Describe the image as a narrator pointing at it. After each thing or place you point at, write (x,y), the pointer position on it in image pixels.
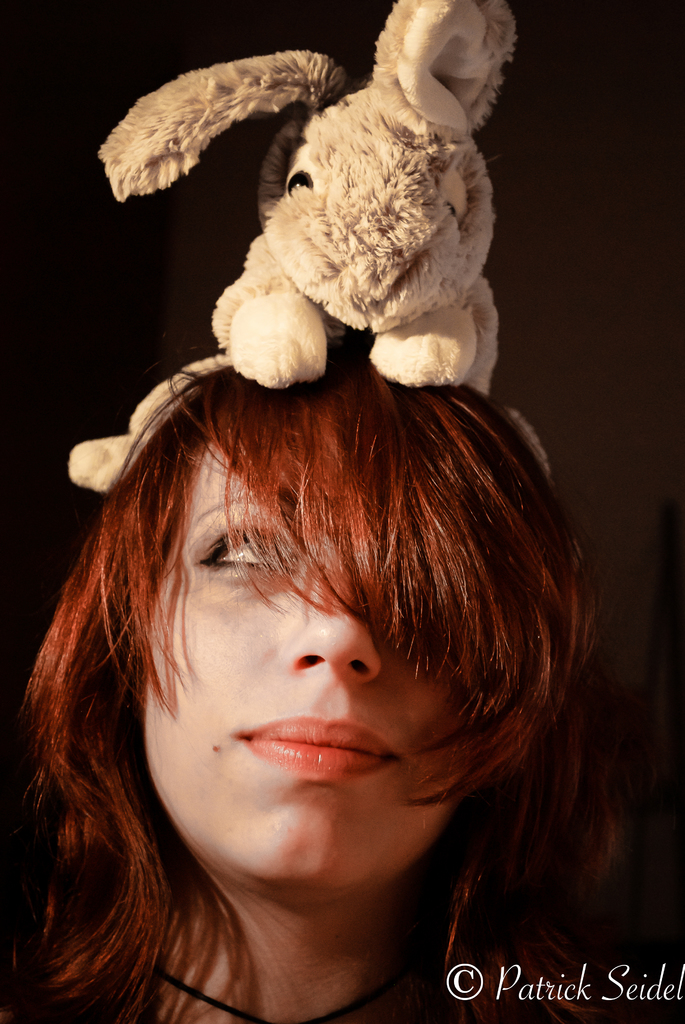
In this image there is a woman (395,765). There is a rabbit toy (403,268) on her head (391,393). There is a black color background (55,436).
